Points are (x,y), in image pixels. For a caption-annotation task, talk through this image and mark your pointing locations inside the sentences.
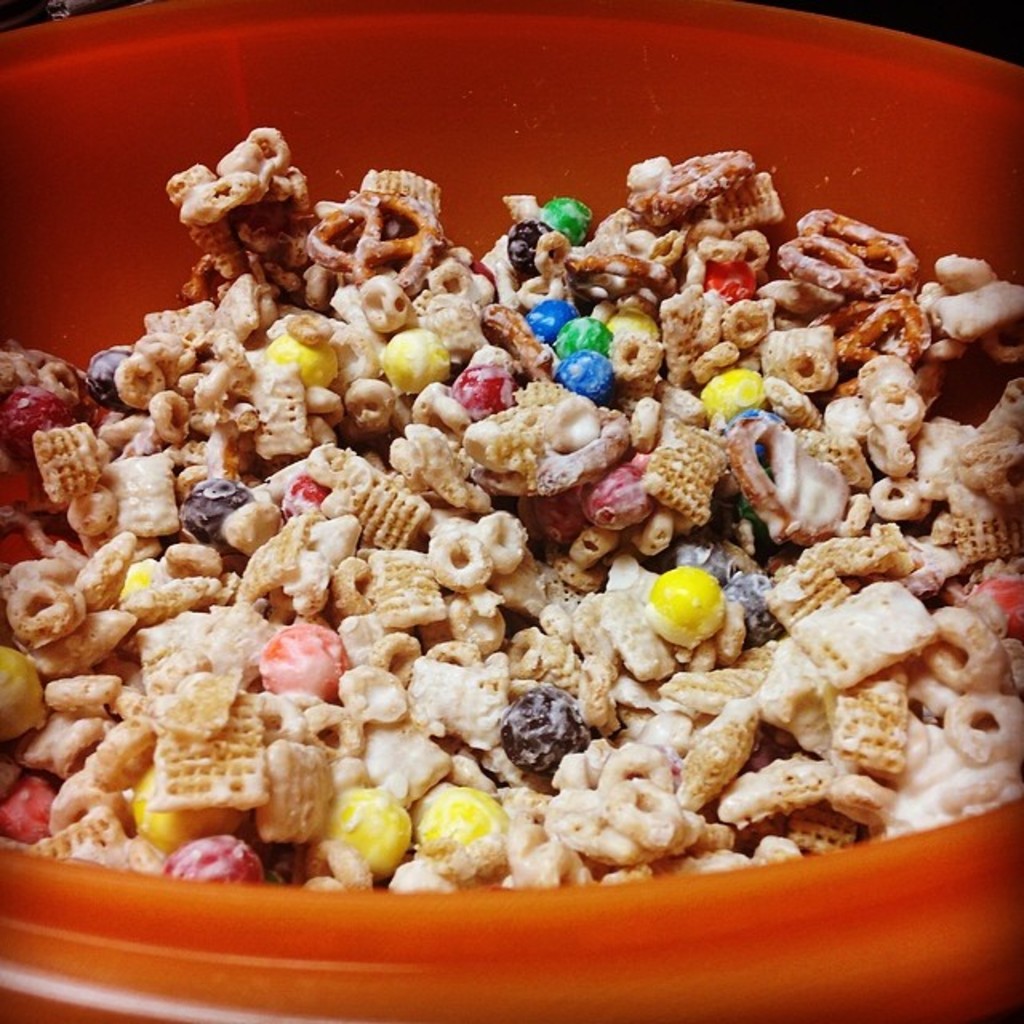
In the image there is a snack item (479,593) prepared with some confectionaries (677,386) is served in a bowl (620,50).
